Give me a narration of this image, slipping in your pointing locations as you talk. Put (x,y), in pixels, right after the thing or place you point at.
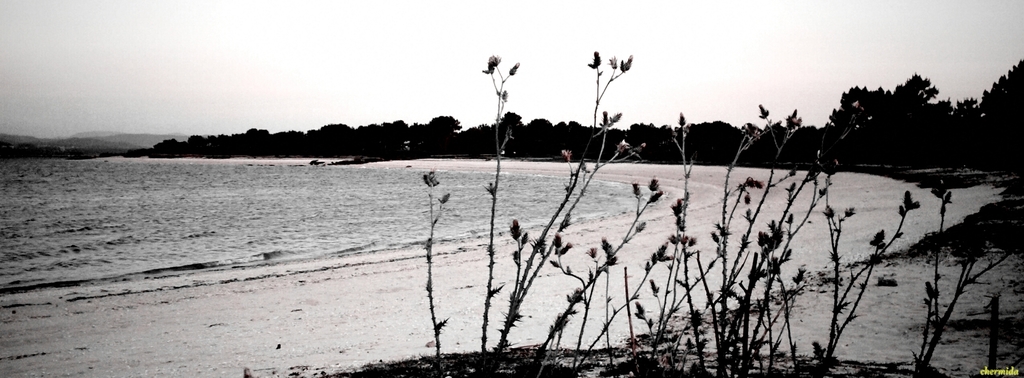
In the image on the right side (839,236) we can see plants (488,288). In the center of the image (344,202) we can see water (318,189). In the background (468,70) we can see sky (455,38), clouds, trees (450,128) and water (225,208).
